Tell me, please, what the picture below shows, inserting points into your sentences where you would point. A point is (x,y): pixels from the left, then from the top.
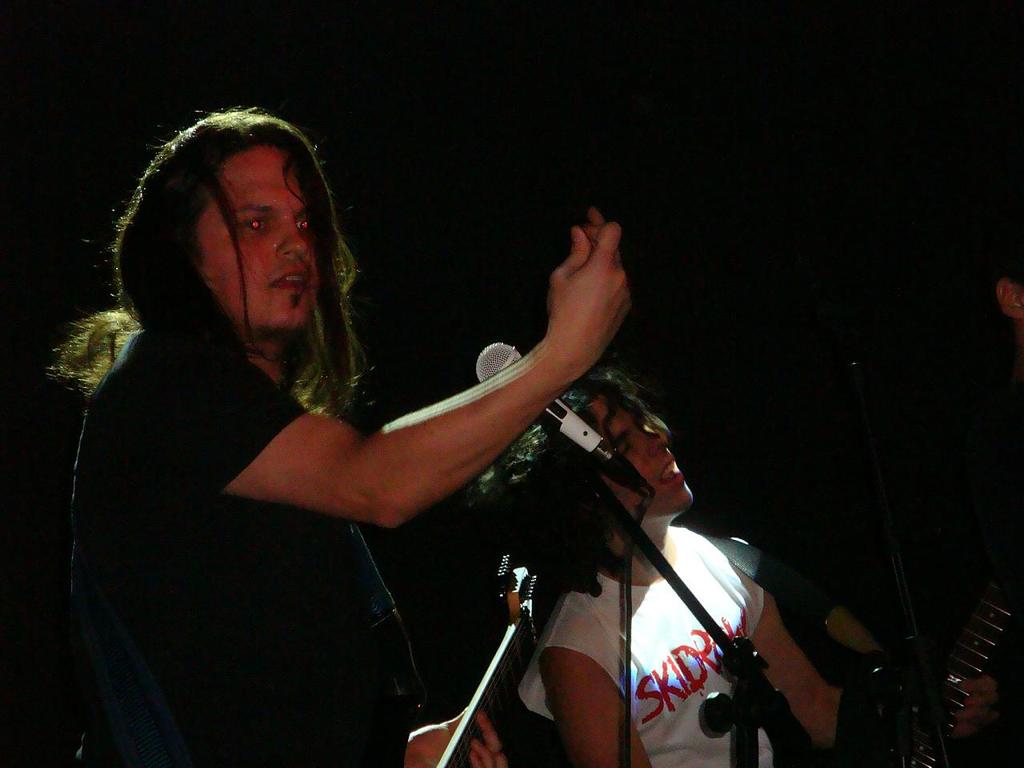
In this image, we can see two persons (699,668) are holding musical instruments (920,738). Here we can see a microphone (555,404) with rod (642,539) and wire (628,767). In the background (538,321), there is a dark view.
